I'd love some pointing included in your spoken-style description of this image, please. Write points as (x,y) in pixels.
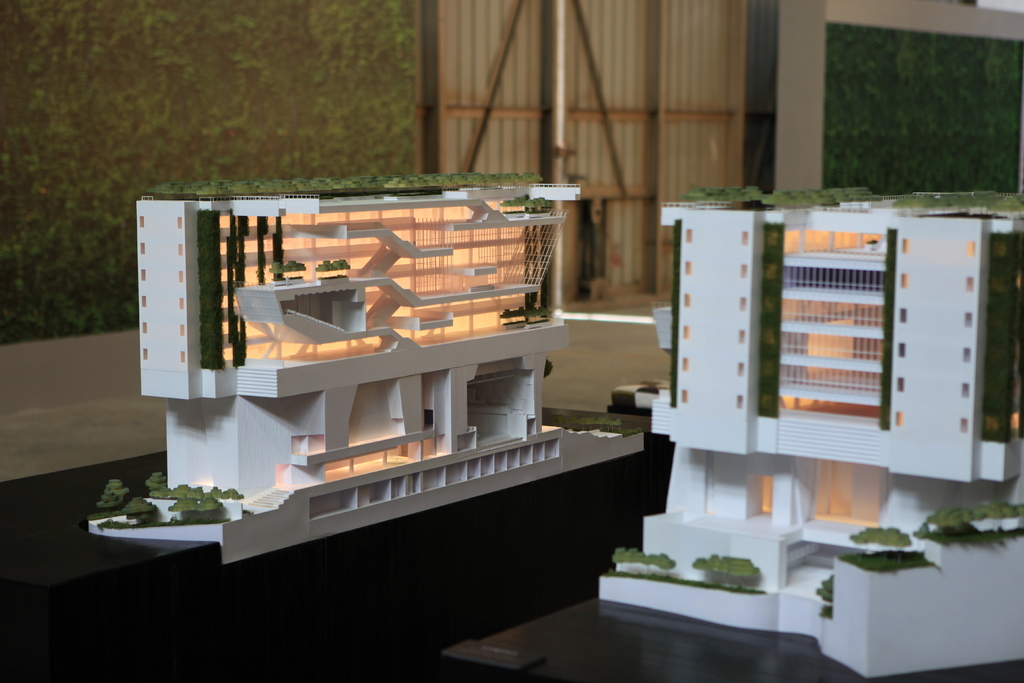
In this image we can see models of buildings (433,435) placed on the table (468,580). In the background (464,75) we can see window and wall (798,127).
